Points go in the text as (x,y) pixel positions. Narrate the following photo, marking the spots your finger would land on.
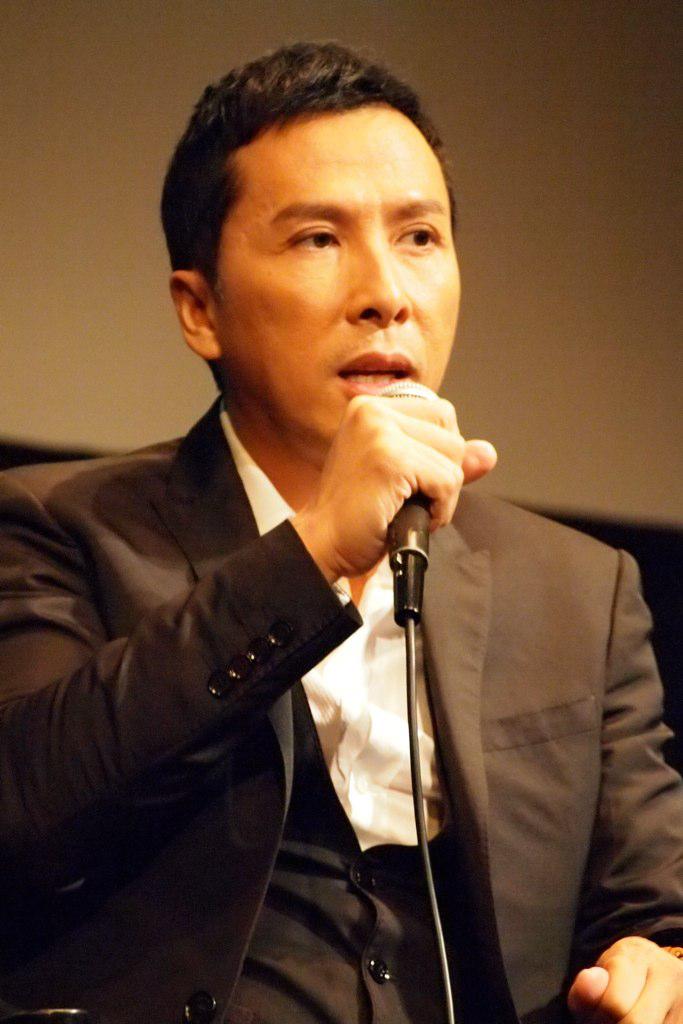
In the picture there is a man (335,437) who is wearing black color blazer (462,806) he is holding mike (402,581) in his hands (402,467) and speaking something in the background (480,121) there is a cream color wall (91,12).
